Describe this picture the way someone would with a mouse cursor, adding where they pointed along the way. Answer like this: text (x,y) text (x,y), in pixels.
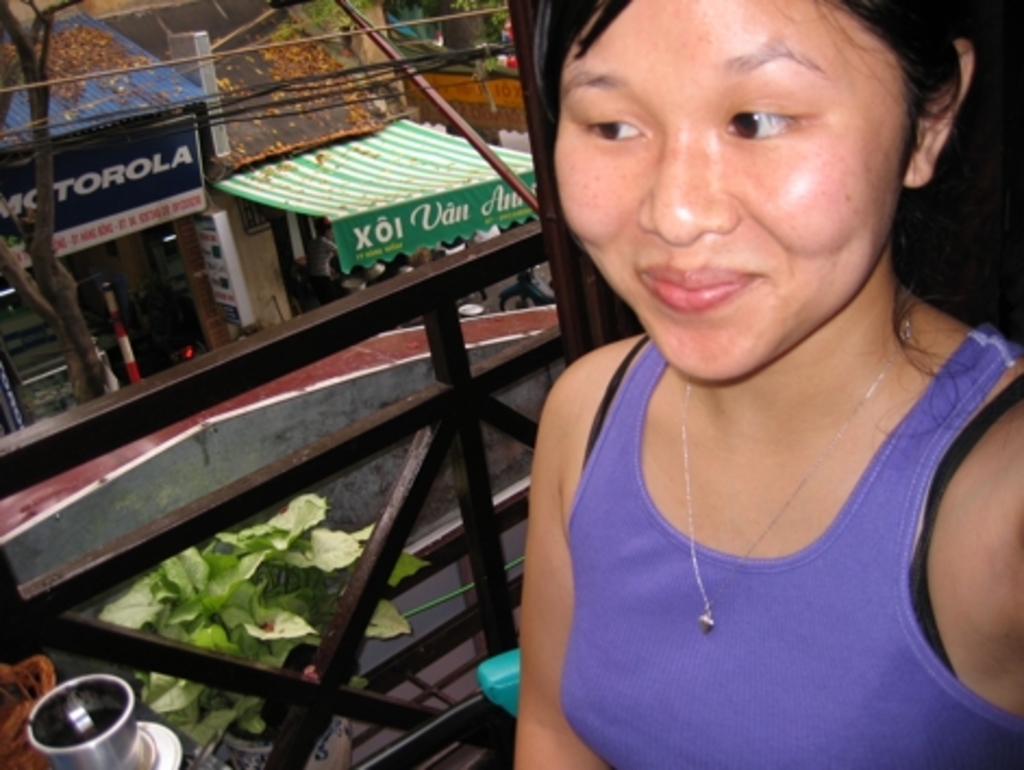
In this picture we see a woman (791,453) looking and smiling at someone. In the background (466,241), we see many shops (131,160) and trees (74,364).
